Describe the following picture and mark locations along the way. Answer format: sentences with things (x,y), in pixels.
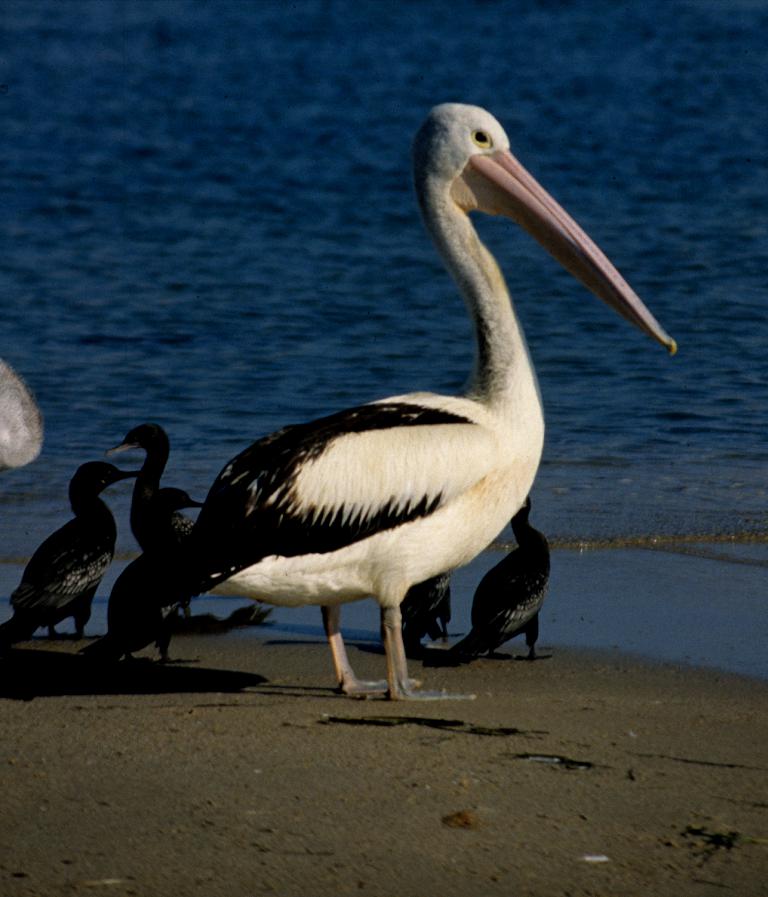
In the center of the image (436,492) there are birds (335,493). In the background of the image (258,278) there is water (221,278). At the bottom of the image (210,756) there is sand (215,800).
